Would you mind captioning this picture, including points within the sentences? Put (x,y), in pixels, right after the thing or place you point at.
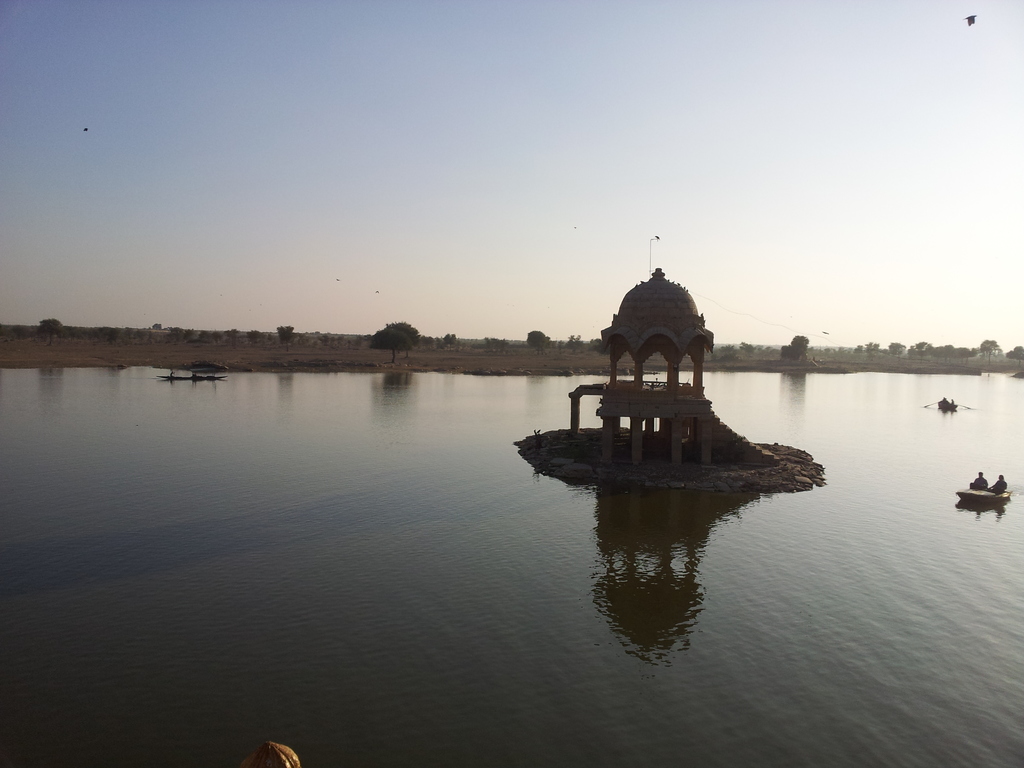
In this picture there is a tower (622,444) in the middle of the image (636,424). There are boats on the water (1000,452) and there are two people (981,484) sitting on the boat (987,495). At the back (37,330) there are trees (105,333). At the top (453,120) there is sky (510,116) and there are birds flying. At the bottom (549,629) there is water (658,639).
